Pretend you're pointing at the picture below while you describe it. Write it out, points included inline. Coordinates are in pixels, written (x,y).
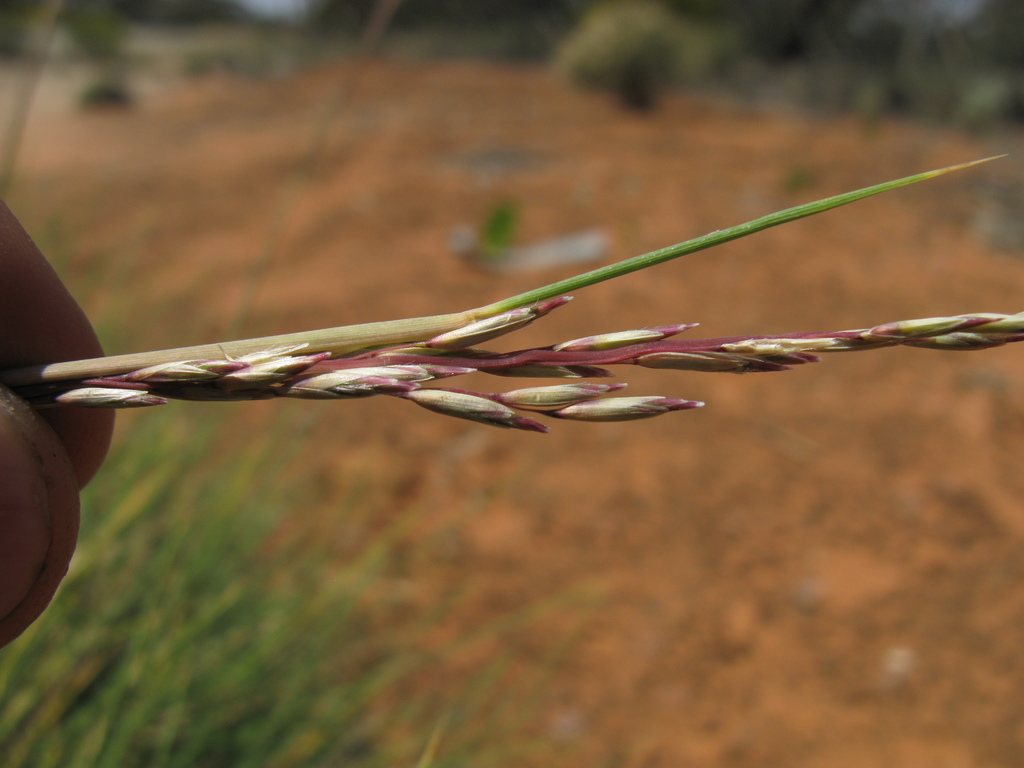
In the front of the image (33,500) I can see a person's fingers (21,512) holding a plant (304,355). In the background of the image (510,229) it is blurred.
